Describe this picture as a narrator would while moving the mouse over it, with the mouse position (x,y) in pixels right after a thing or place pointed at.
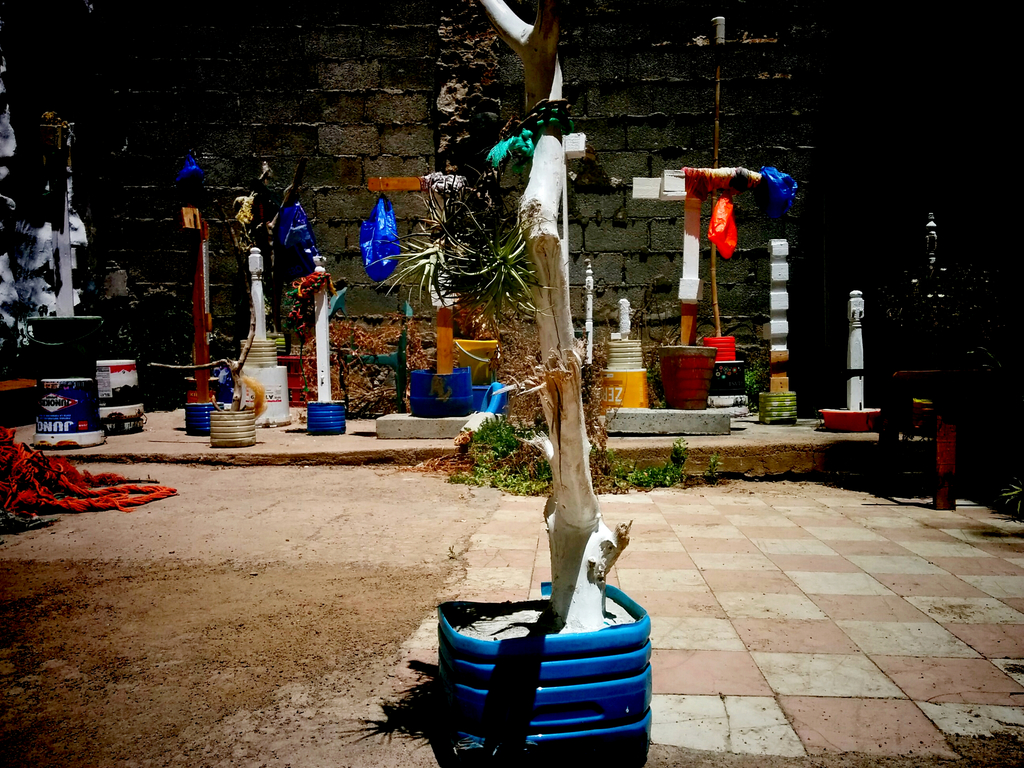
In the center of the image (578,492) there is a tree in the blue color tub (563,640). In the background of the image (389,346) there are a few objects (54,337) and there is a wall (233,46).
